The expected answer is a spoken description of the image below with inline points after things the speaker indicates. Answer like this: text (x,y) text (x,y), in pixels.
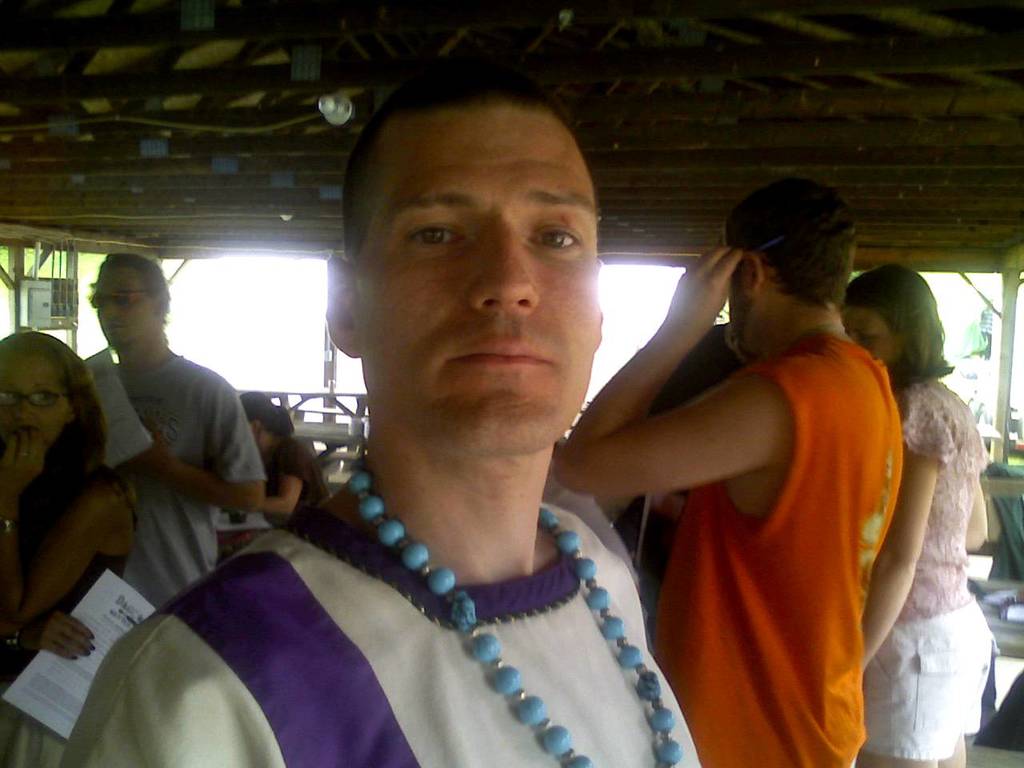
In this image, at the middle (433,511) we can see a man (388,538) standing and in the background (693,528) there are some people (161,482) standing, at the top (172,153) there is a shed (183,13).
